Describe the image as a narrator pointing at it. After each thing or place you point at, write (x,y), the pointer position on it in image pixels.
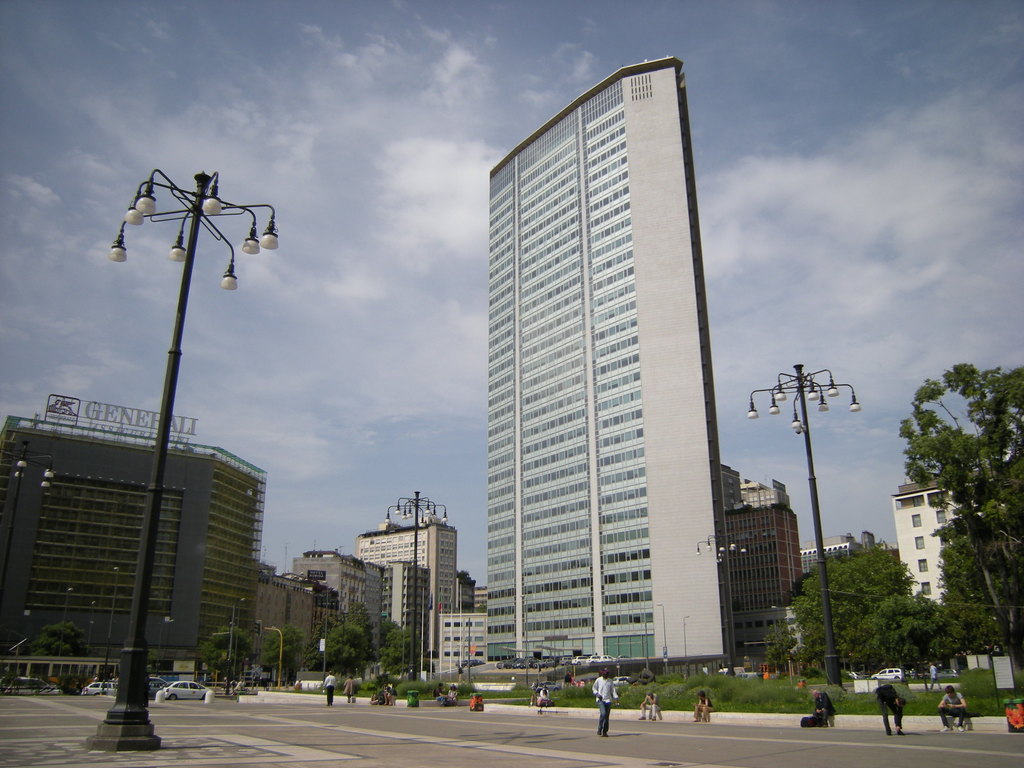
In this image there are buildings (641,582), street lights (727,604), poles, trees (897,659), plants (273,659), grass (905,689), vehicles (888,670) are moving on the road (757,733) and few people (825,708) are walking, standing and sitting on the road (573,744). In the background (367,141) there is the sky (315,151).
